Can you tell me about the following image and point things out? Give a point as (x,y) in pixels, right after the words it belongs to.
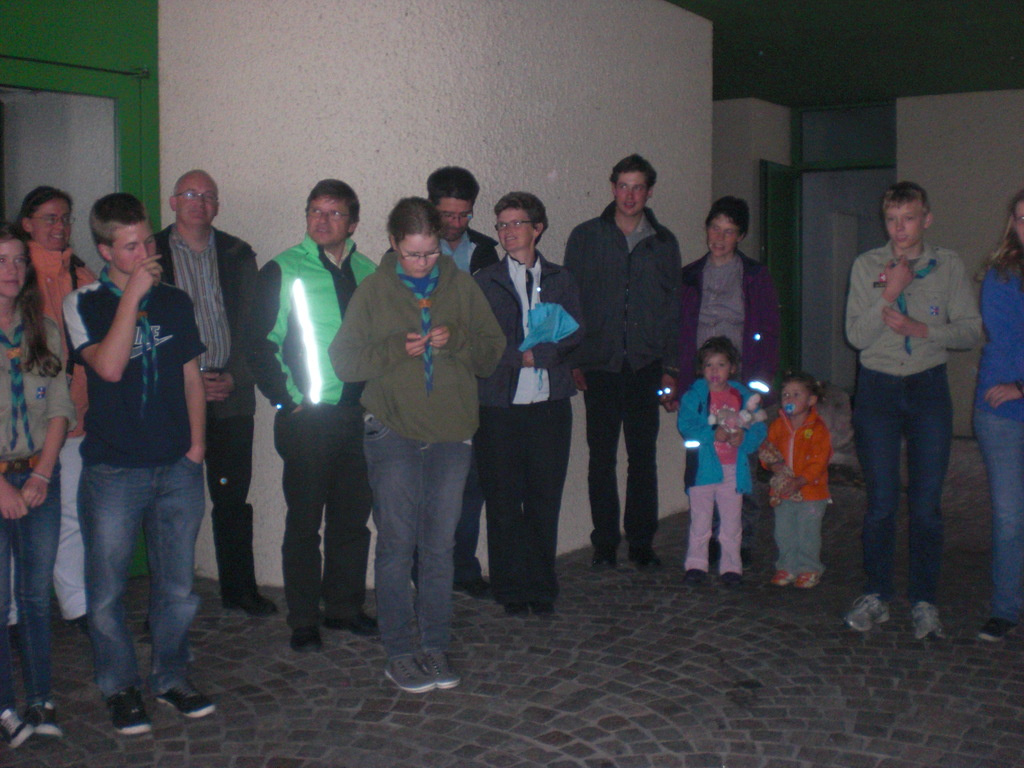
Here in this picture we can see some people (107,408) and children (701,362) are standing on the ground (501,609) over there and we can see most of them are wearing jackets (299,341) on them and some of them are also wearing spectacles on them and behind them on the right side (786,246) we can see a door (771,258) present over there.
